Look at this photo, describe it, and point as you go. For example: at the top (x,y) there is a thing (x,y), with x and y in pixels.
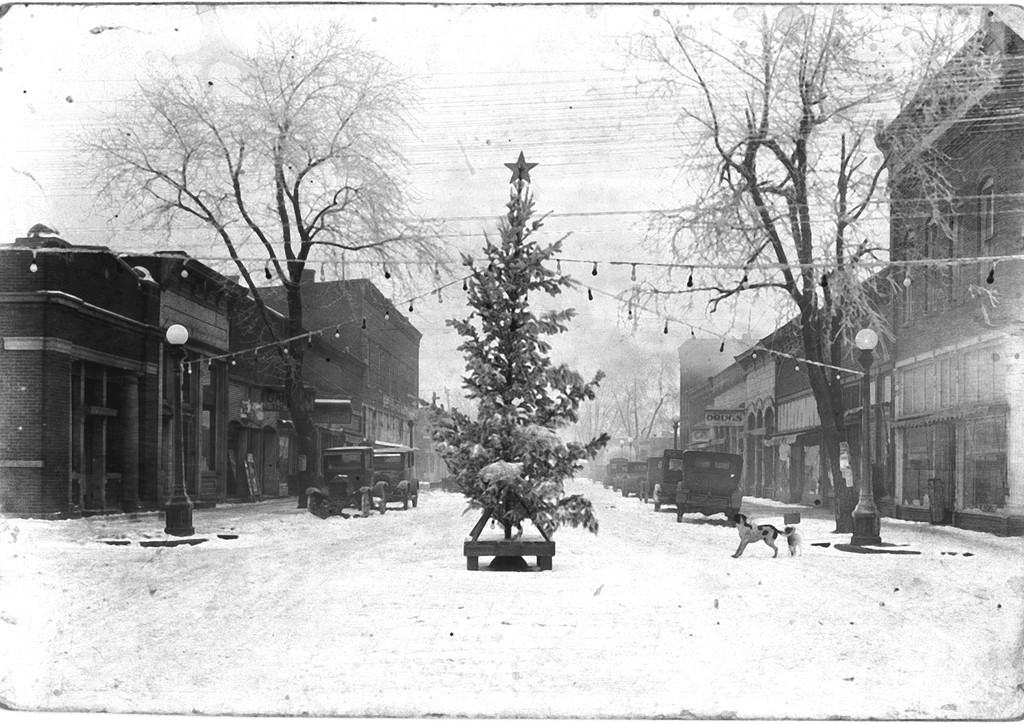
In this picture, we can see some buildings (208,298) with windows (995,351), vehicles (382,499), roads (657,641) covered with snow (621,534), a few dogs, poles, lights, trees (150,130) and the sky (563,232).
